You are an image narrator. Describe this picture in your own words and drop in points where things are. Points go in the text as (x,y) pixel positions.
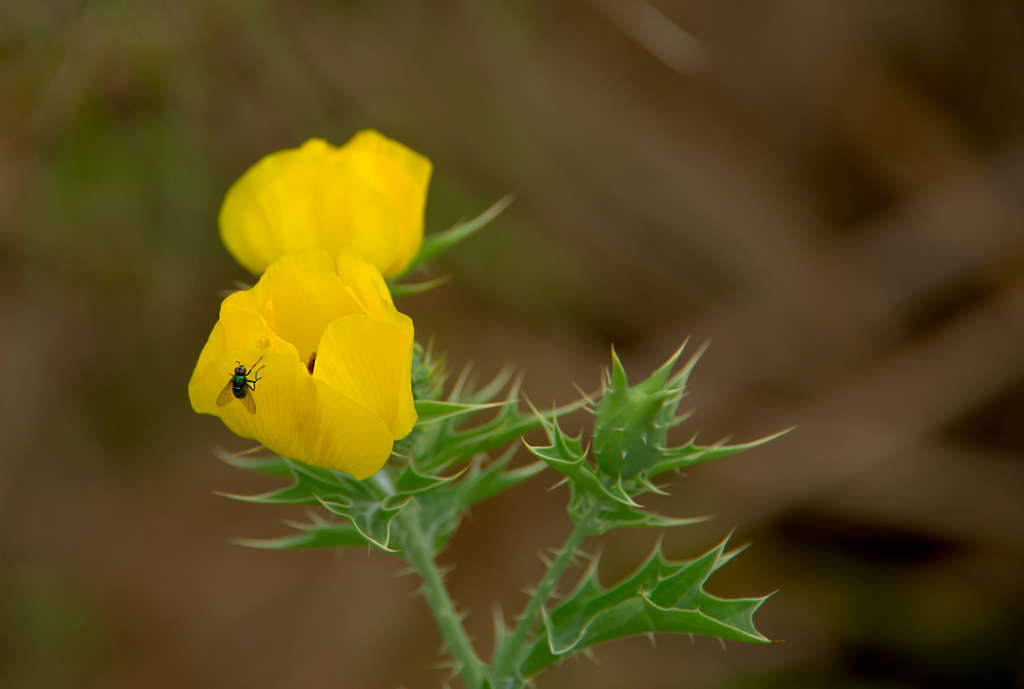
In this image there is a fly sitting on the flower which is on the plant (418,518).
